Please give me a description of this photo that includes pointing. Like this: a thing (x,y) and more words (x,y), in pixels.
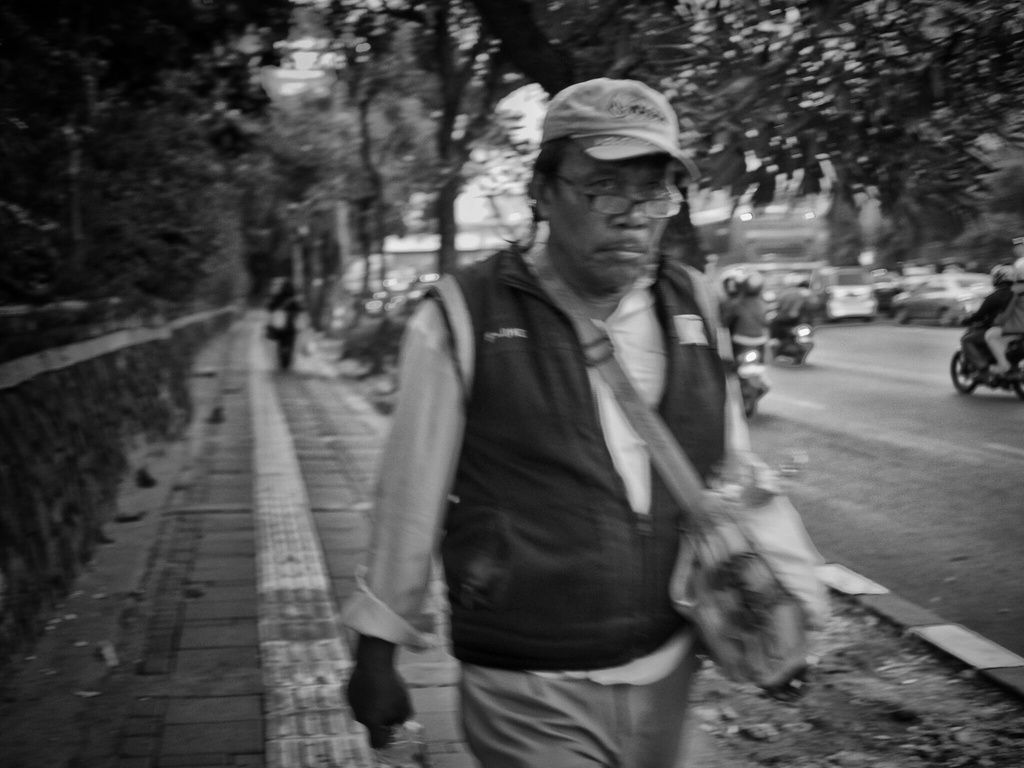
This is a black and white image. There are a few people (743,336), vehicles (757,389), trees (384,114). We can see the ground (194,681). We can also see some objects (74,457) on the left (74,457).
